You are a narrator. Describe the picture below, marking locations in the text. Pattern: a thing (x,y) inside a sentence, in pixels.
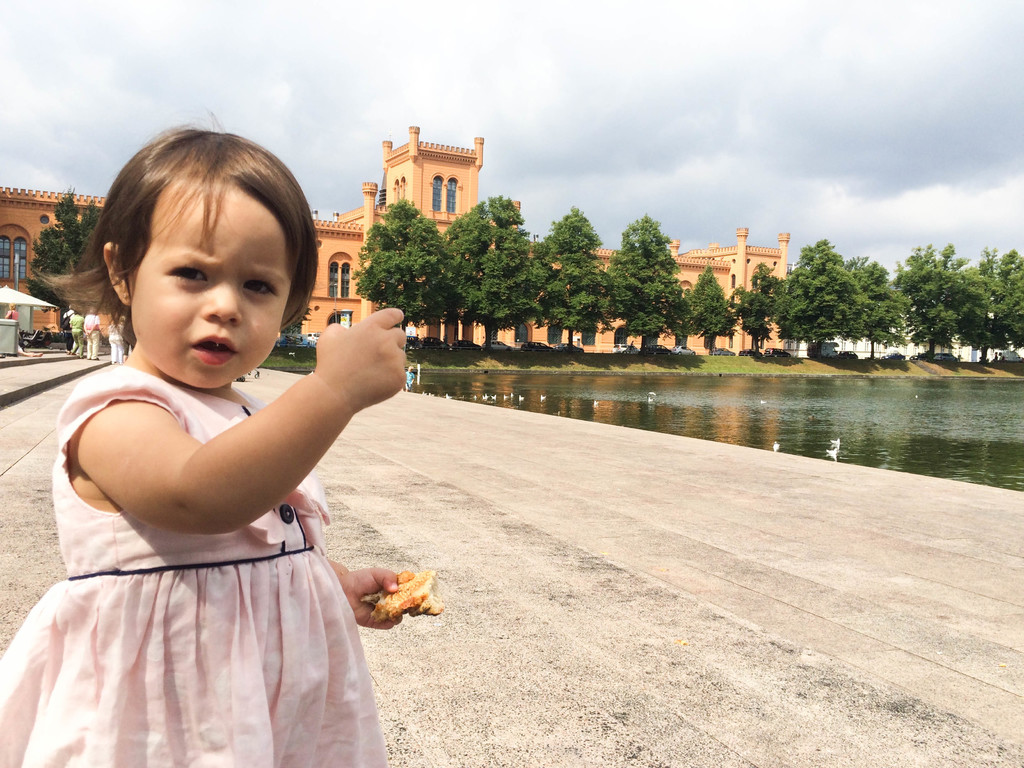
In the foreground of the image (225,460) we can see a girl (221,460) holding food (399,574) in her hand (386,589). To the right side of the image (920,416) we can see water (861,399), group of vehicles (778,354) parked on the ground (898,369), a group of trees (750,328). In the center of the image (451,332) we can see a building (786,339) with windows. On the left side of the image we can see a group of people (90,318) standing on the ground (333,498) and a shed (34,303). In the background (234,5), we can see the cloudy sky (630,167).
